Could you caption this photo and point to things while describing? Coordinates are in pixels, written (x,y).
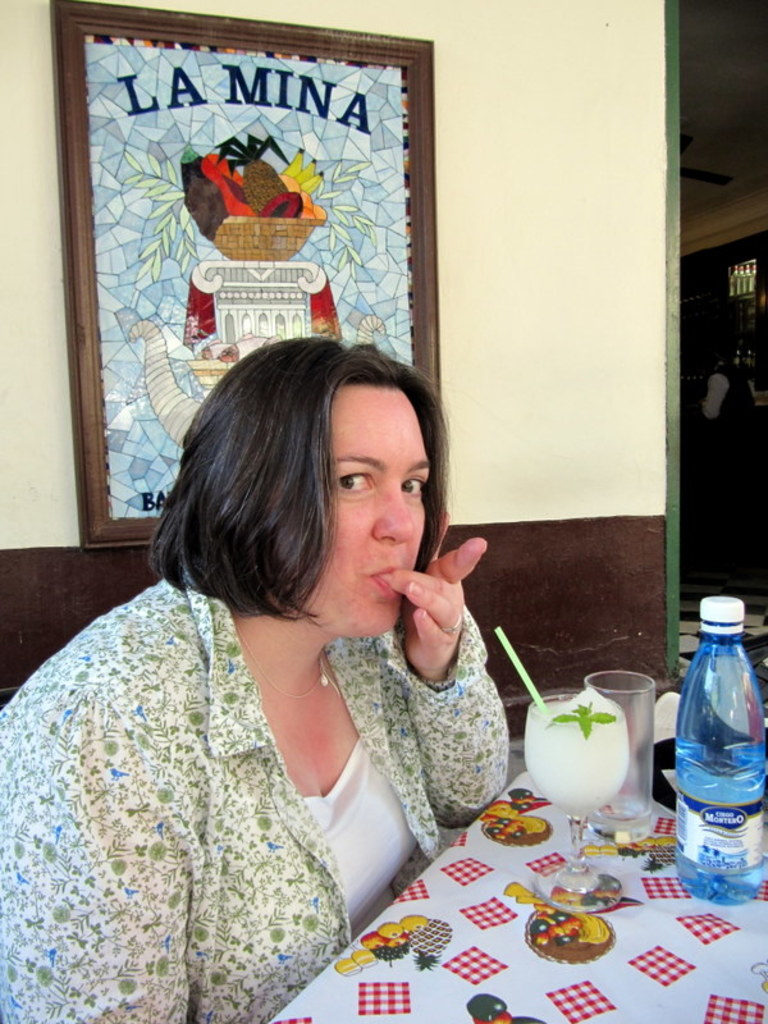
In this image we can see a lady (134,726) sitting near the table (485,985). We can see a glass (568,733) with drink (600,766), bottle (704,848) on the table (560,916). In the background (609,556) we can see photo frame (366,260) on the wall (540,274).
